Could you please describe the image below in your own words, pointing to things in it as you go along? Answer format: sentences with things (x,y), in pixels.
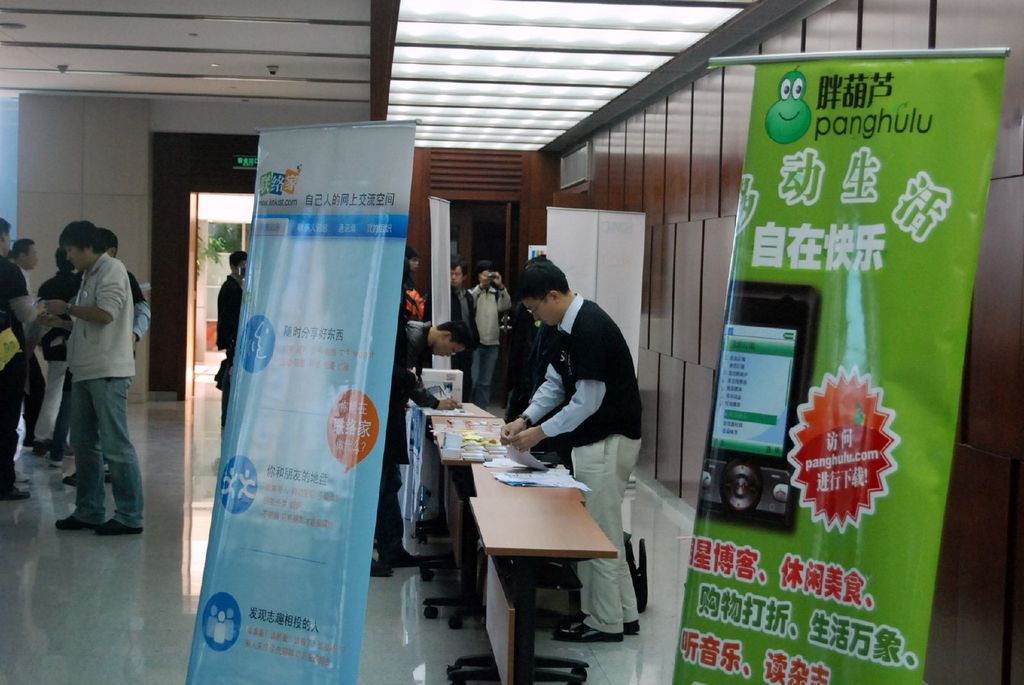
In a room (150,677) there are tables (515,531) and men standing around them. There are two banners (223,668) in a room (390,633).
